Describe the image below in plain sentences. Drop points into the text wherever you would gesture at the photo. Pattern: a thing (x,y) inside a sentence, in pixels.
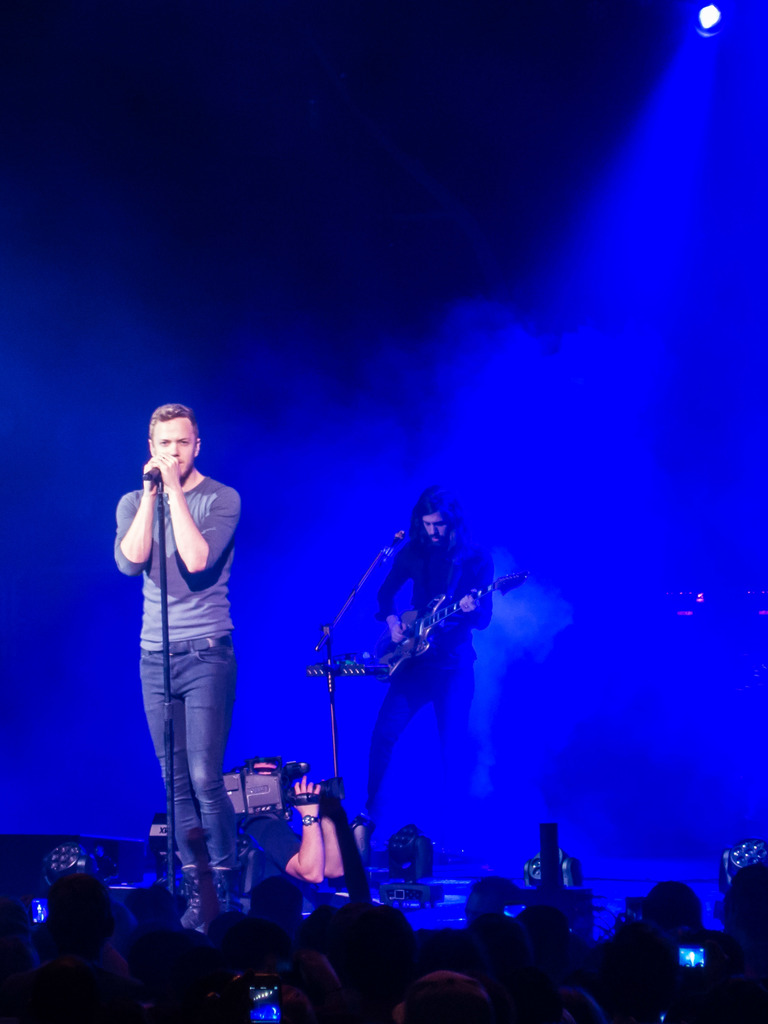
In this image we can see a person (193,528) standing on stage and holding a mic (158,482) in his hands (147,483). In the background (443,601) we can see a man (399,580) holding guitar (443,611) and playing it. We can see a person (298,804) holding video camera (300,796) on his shoulders (266,839) and few people (262,961) are standing in front of the stage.
